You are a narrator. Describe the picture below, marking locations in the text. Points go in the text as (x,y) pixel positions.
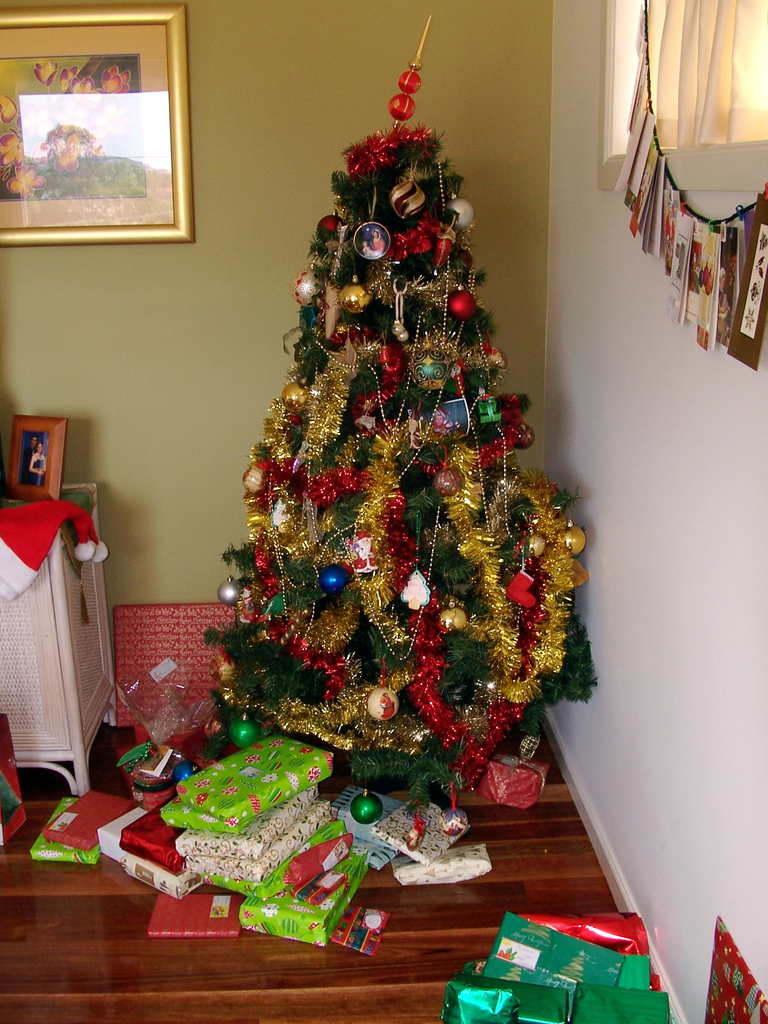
In this image I can see in the middle (428,463) there is a Christmas tree (471,553) decorated. At the bottom (289,822) there are gifts (327,808), on the left side (158,101) there is a photo frame (119,162) to the wall (271,12). On the right side (725,12) there is the curtain (697,63) to the window (616,61).
